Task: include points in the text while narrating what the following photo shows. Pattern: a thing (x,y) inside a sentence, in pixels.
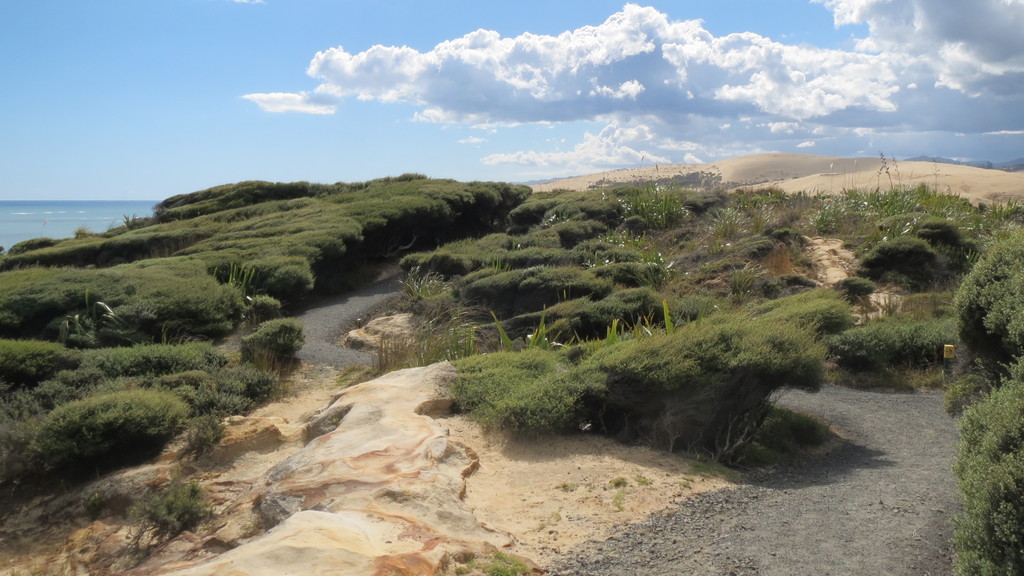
In this image I can see the grass (468,351), plants (339,286) and other objects (423,421) on the ground (468,433). In the background (352,91) I can see the sky (230,115) and the water (73,219).
